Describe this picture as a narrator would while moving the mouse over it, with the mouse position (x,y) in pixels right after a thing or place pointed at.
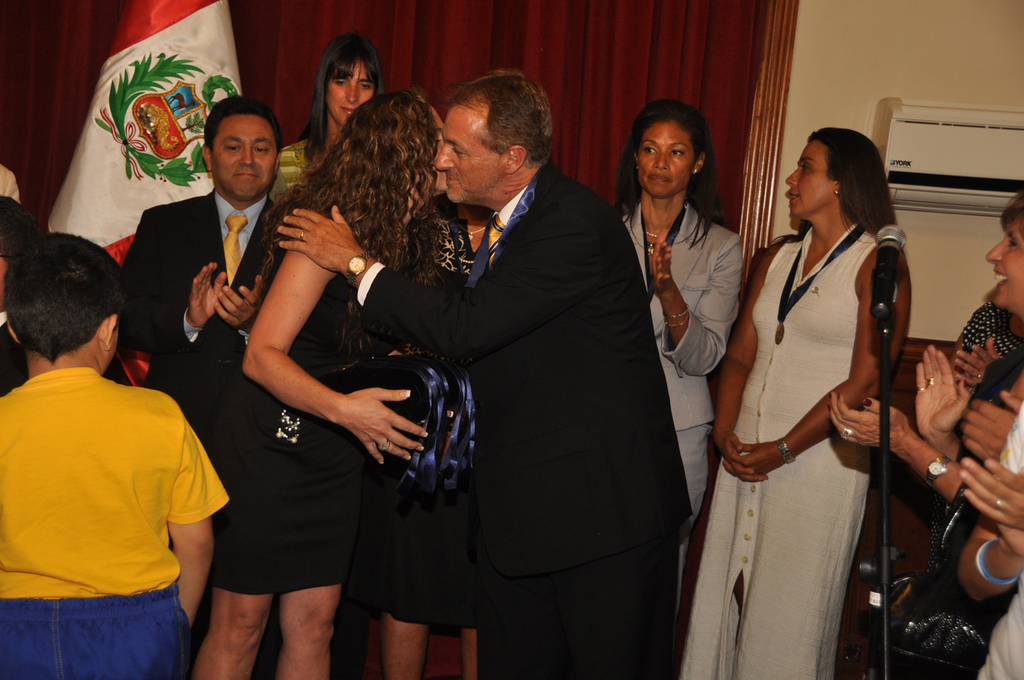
This image is taken indoors. In the background (838,41) there is a wall (807,25) with an air conditioner (895,162). On the left side of the image (239,312) there is a flag (155,195) and a few people (210,301) are standing on the floor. On the right side of the image (1009,625) a few people (940,447) are standing on the floor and clapping their hands (984,467) and there is a mic (891,265). In the middle of the image (539,335) there are a few people (564,569) standing on the ground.
